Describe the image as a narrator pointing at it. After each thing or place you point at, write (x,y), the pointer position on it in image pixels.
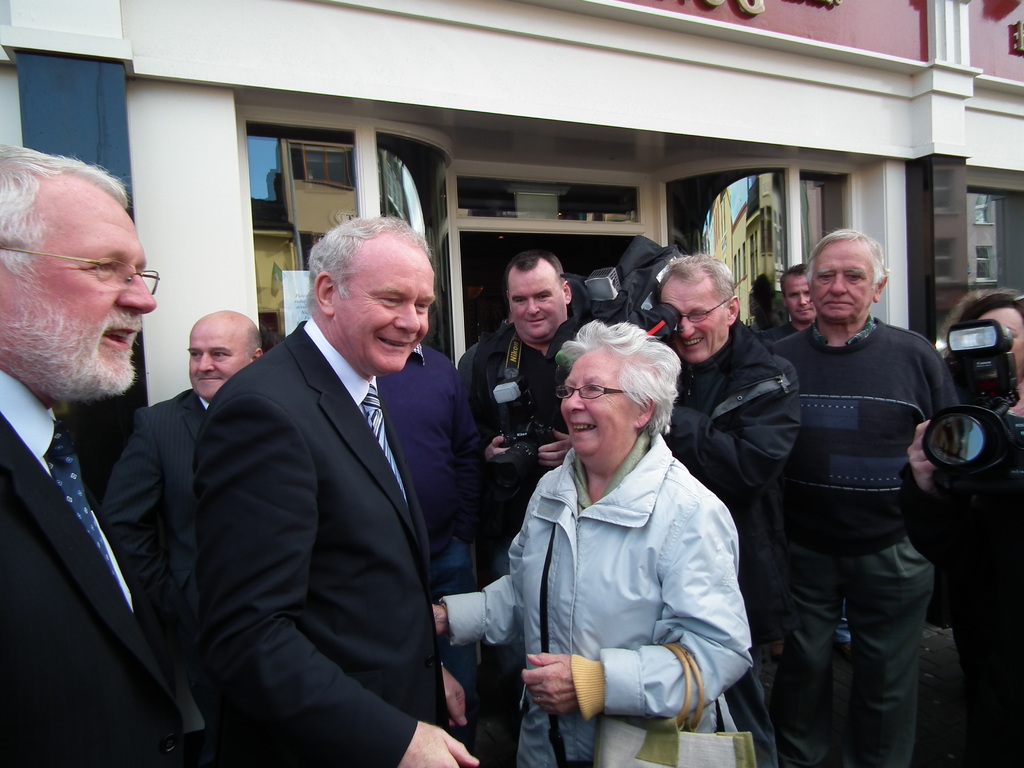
In this image I can see a group of people (504,507). In the background (621,159), I can see the buildings (396,120).
